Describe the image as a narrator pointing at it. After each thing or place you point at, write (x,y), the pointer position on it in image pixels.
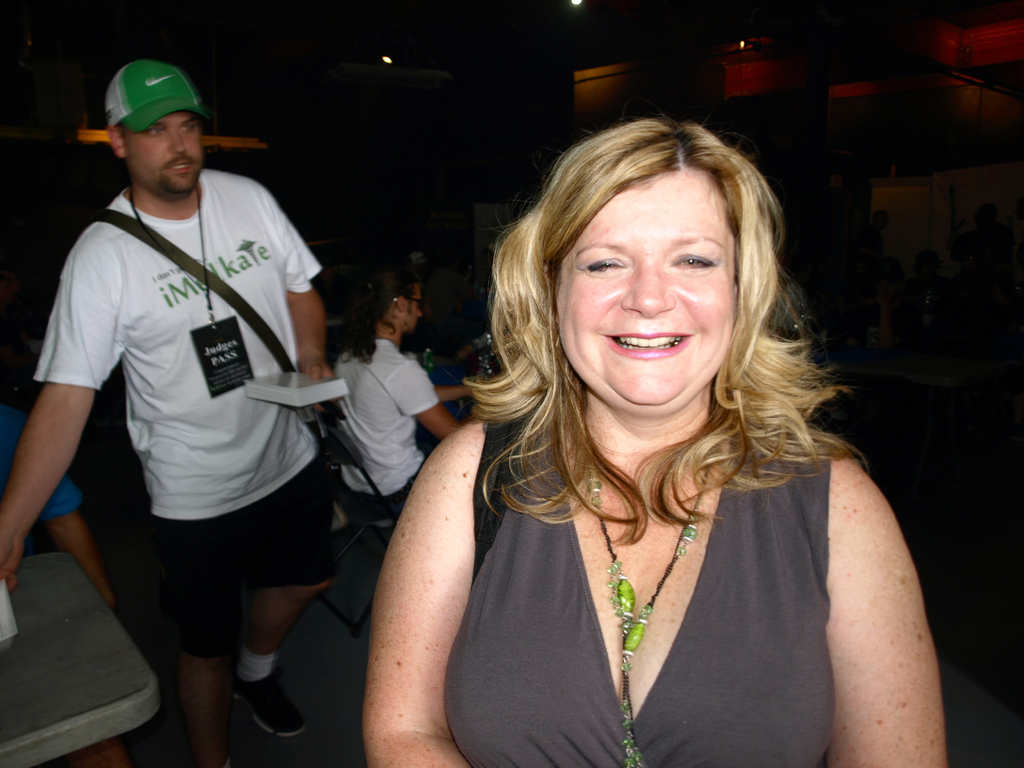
In this image, we can see a group of people (562,278). Here a woman (637,393) is smiling and seeing. Left side of the image (237,348), we can see a person (209,486) is walking and holding some object (308,394). Background (399,209) we can see a dark view. Here we can found few lights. At the bottom (78,688), we can see few objects (68,695).
